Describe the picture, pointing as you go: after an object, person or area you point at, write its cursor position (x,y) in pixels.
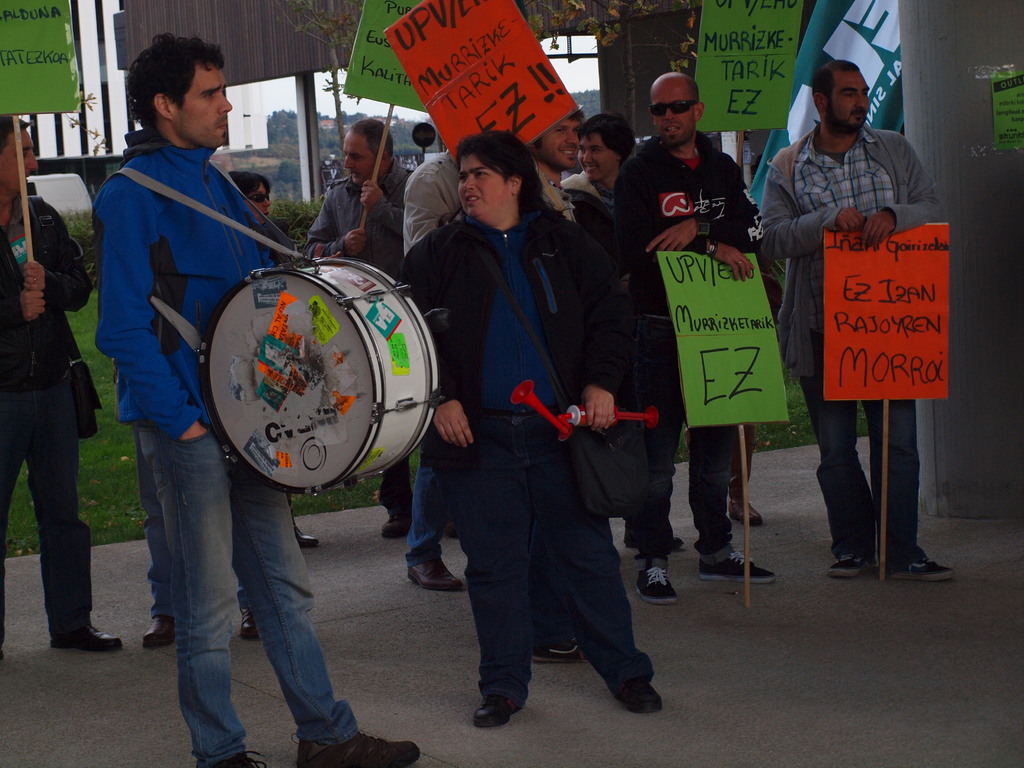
In this picture we can see some persons (356,217) standing on the road (727,642). This is the drum (425,352) and she is carrying her bag (609,462). There is grass (108,487) and there is a pillar (967,130). And these are the boards (10,79).
